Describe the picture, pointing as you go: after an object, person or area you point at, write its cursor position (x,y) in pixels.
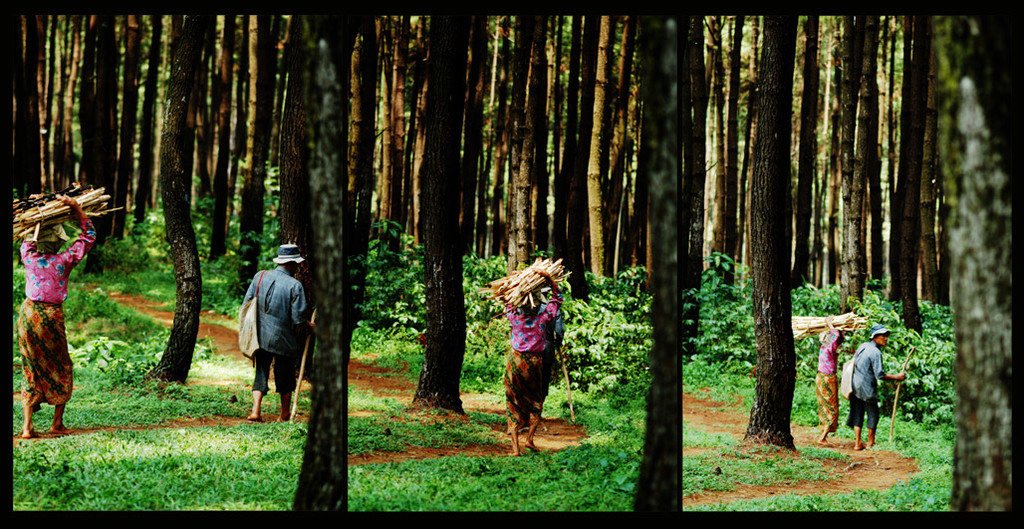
This is a photo and here we can see people (886,337) and some are holding logs (44,206) and some are wearing caps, bags (252,326) and holding sticks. In the background (467,197), there are trees (857,152) and at the bottom (630,421), there are plants (638,360) on the ground (391,411).
